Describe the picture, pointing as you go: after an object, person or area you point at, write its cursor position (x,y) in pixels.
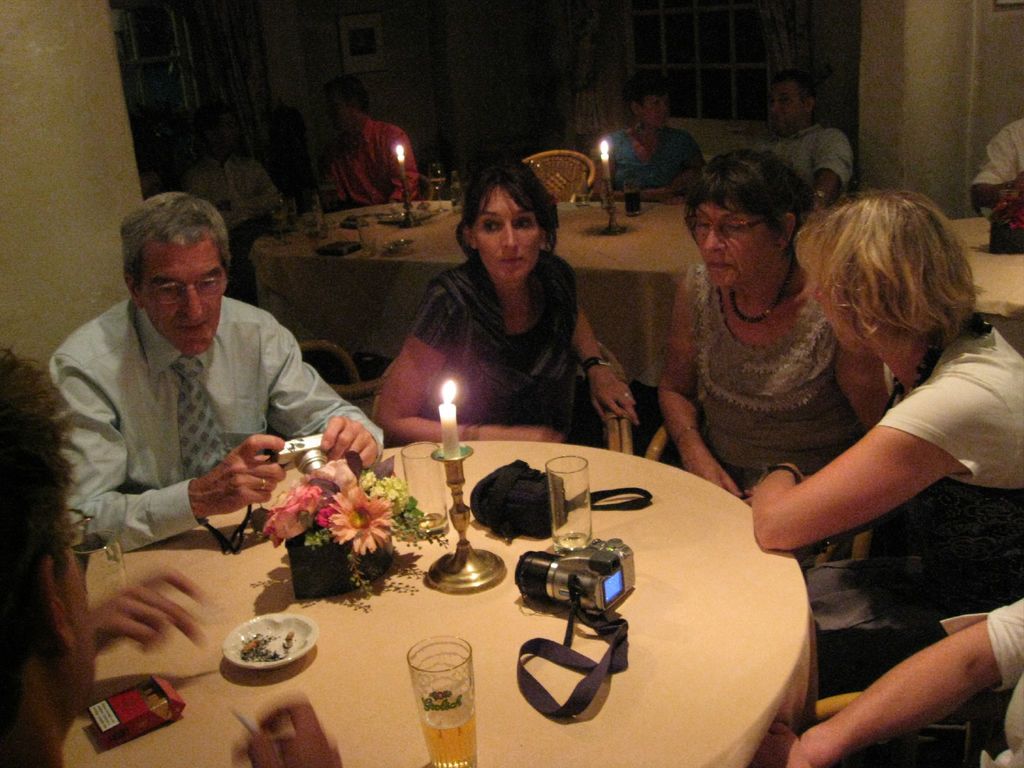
As we can see in the image there is a photo frame (367,42), window (712,42), few people (148,463) sitting on chairs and there are tables (495,607). On table (513,546) there is a glass (449,686), camera (577,593), candle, plate (268,628) and flowers (312,511).
